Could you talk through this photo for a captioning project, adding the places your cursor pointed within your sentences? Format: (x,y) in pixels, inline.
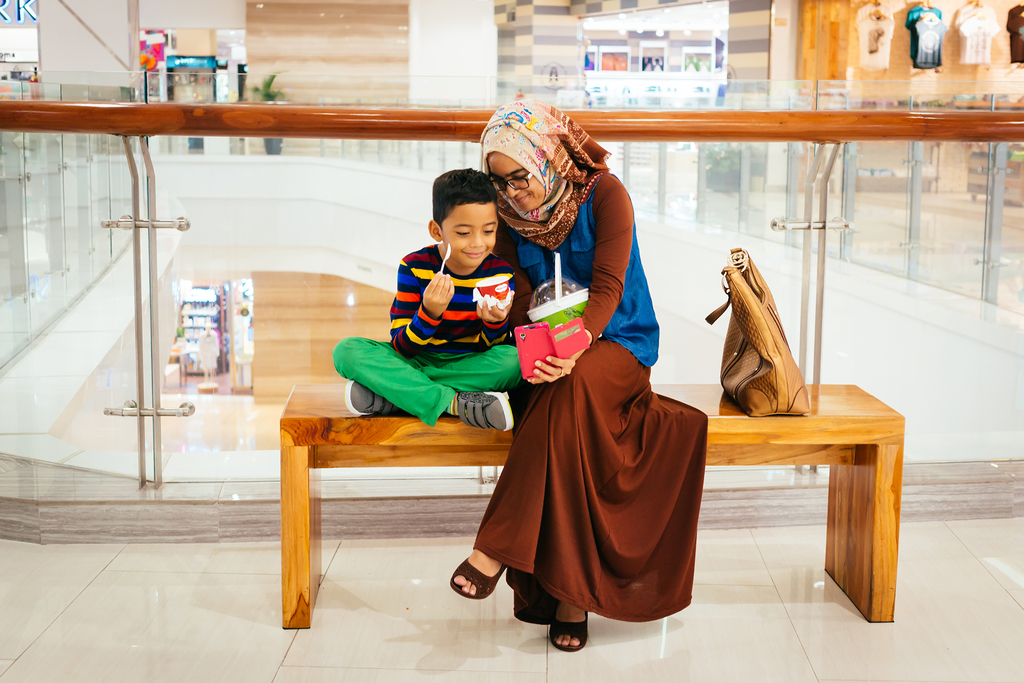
In the center of the image (461,286) there is a lady (482,570) and a boy (374,389) sitting on a bench (829,417). There is a bag (754,382) on the bench (707,415). There is a glass railing (287,158). In the background of the image (682,49) there are stores (673,51). At the bottom of the image (622,652) there is floor (277,672).
